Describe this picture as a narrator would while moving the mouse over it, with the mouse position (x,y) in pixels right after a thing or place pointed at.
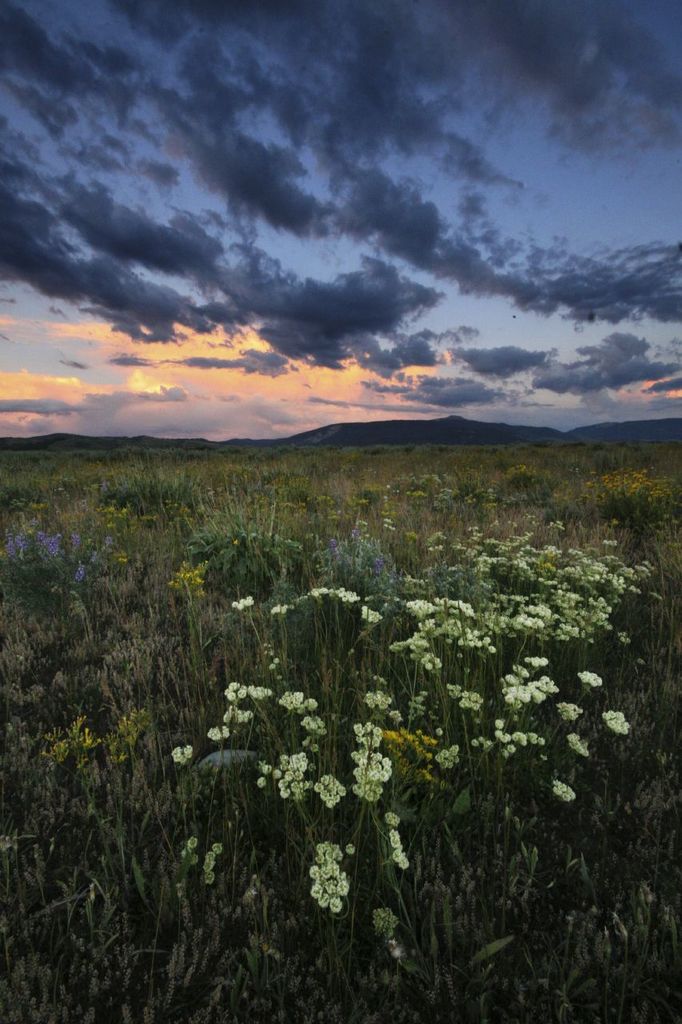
In this image, we can see some plants (376,561) on the ground (494,571). There are clouds (429,300) in the sky (442,314).
